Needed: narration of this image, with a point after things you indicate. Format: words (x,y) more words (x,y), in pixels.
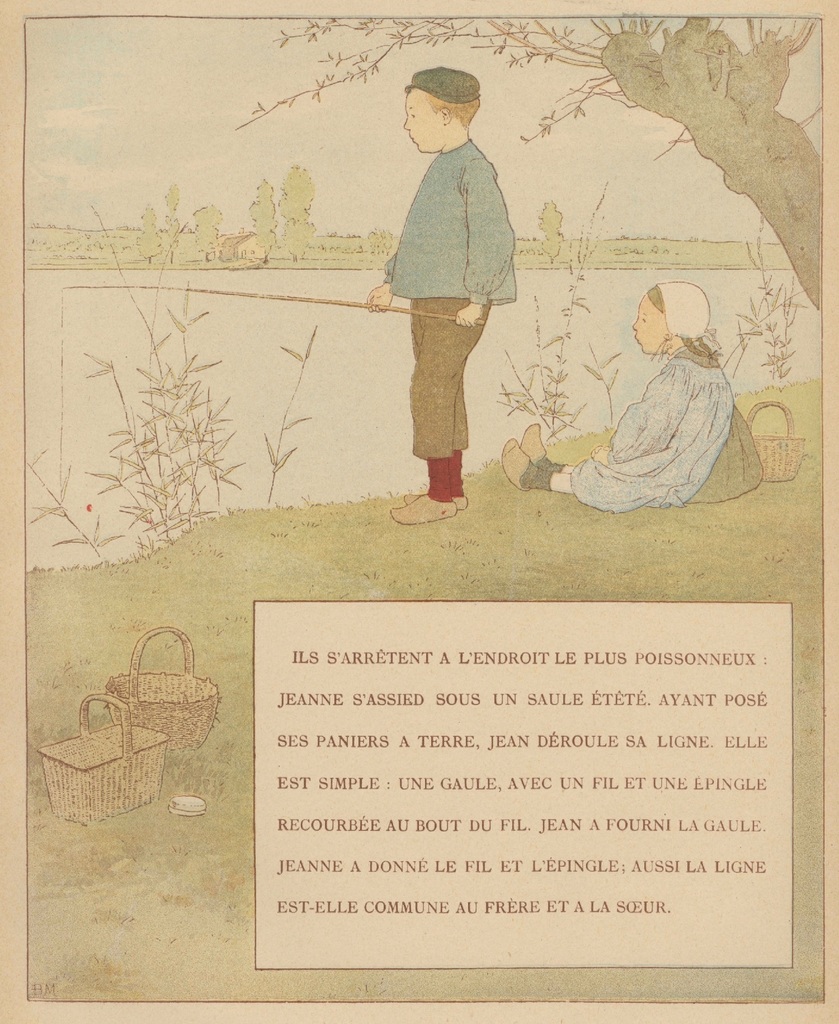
In this image there is a person (418,275) standing and holding a fishing rod (408,307) in his hand (372,291) and fishing in the water (211,317), beside the person (434,328) there is a girl (656,404) sitting on the grass (171,598), there are three baskets (161,692) on the grass (165,616), in the background of the image (180,238) there are trees (746,163), in the foreground of the image (417,605) there is a text (472,826).
